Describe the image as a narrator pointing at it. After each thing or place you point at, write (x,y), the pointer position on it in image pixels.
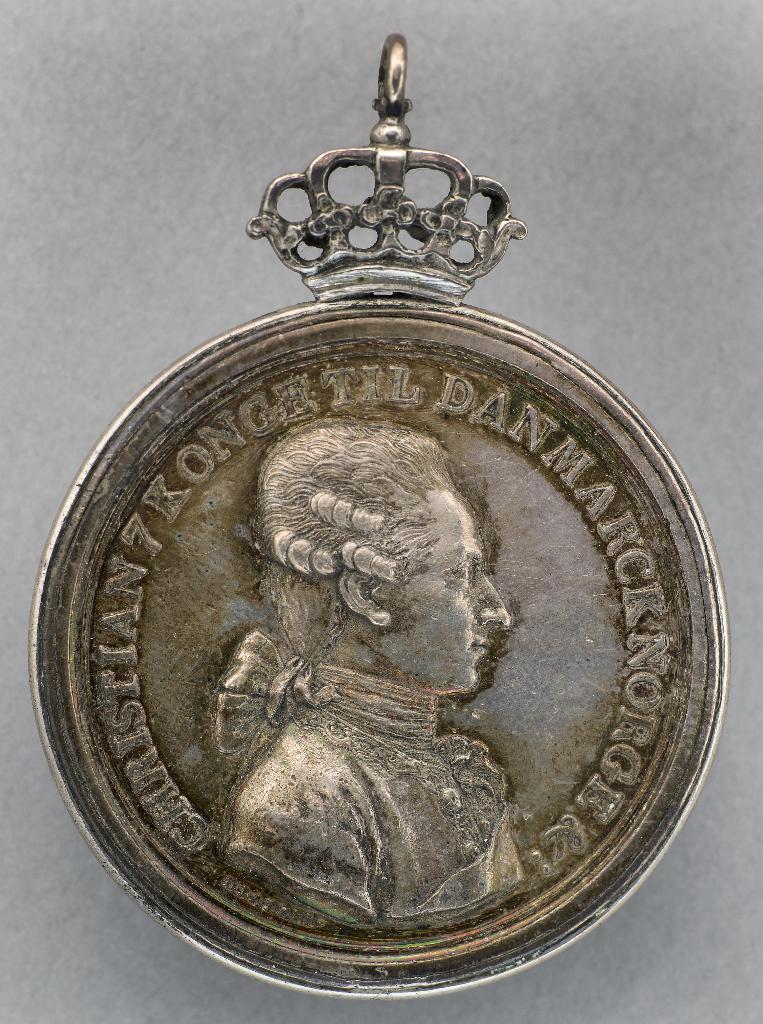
In this image there is a locket (463,642). On the locket (403,640) there is an engraving (346,638) of a sculpture (399,673).
